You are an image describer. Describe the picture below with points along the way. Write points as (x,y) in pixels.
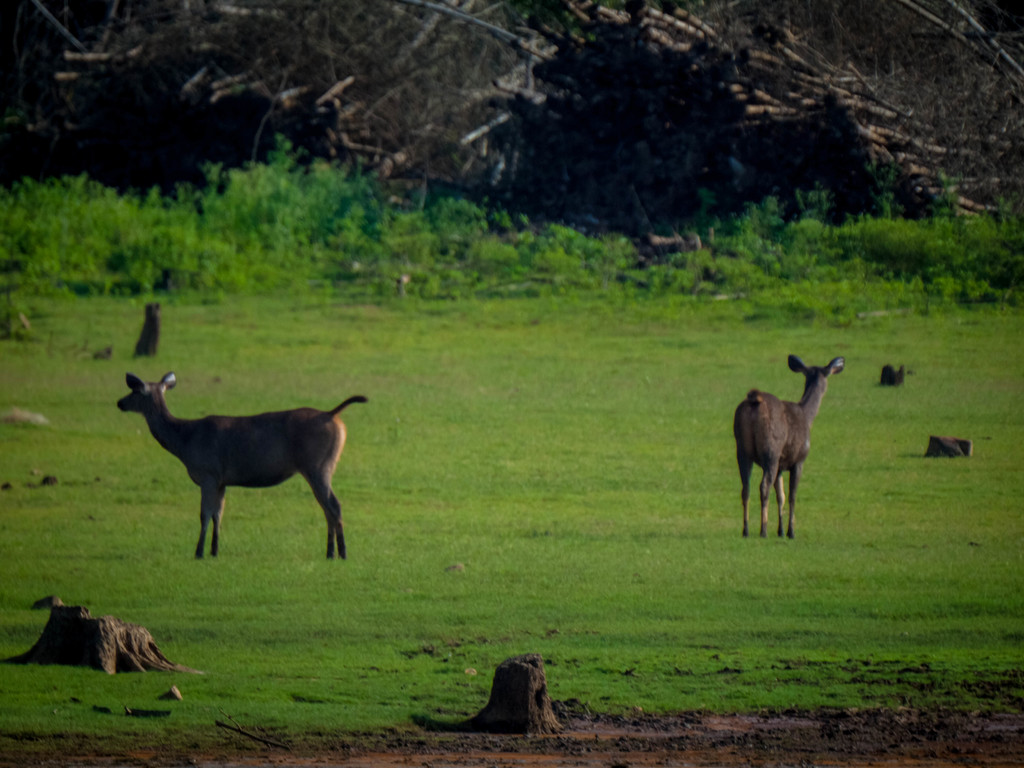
In this picture I can see in the middle (466,306) there are animals (173,383) and there is the grass (501,530). At the top (518,159) it looks like there are trees (618,145).
